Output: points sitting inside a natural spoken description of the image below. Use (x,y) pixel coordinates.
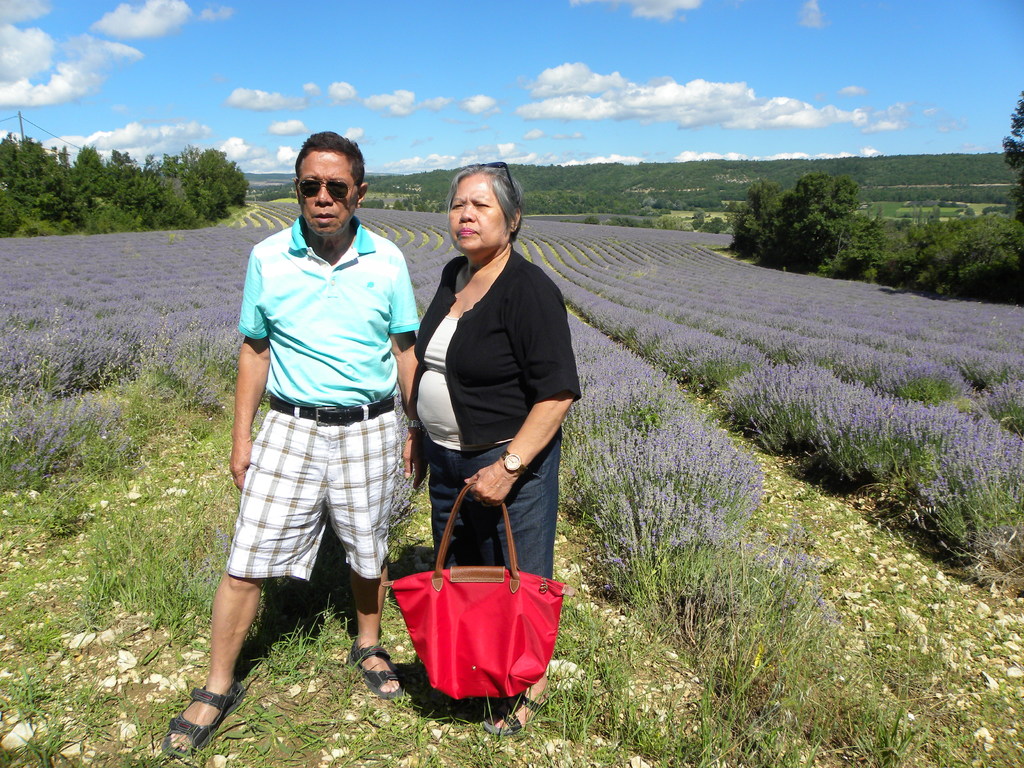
This is an outside view. In this image I can see a man (332,406) and woman (422,392) are standing. The woman (476,437) is holding a red color bag (515,628) in her left hand (502,485) and also I can see a watch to her hand (499,472). On the top of the image (410,57) I can see the sky (466,47) in blue color and clouds (159,26) in white color. In the background (797,191) I can see trees (582,207). It is looking like a field area (713,525).
